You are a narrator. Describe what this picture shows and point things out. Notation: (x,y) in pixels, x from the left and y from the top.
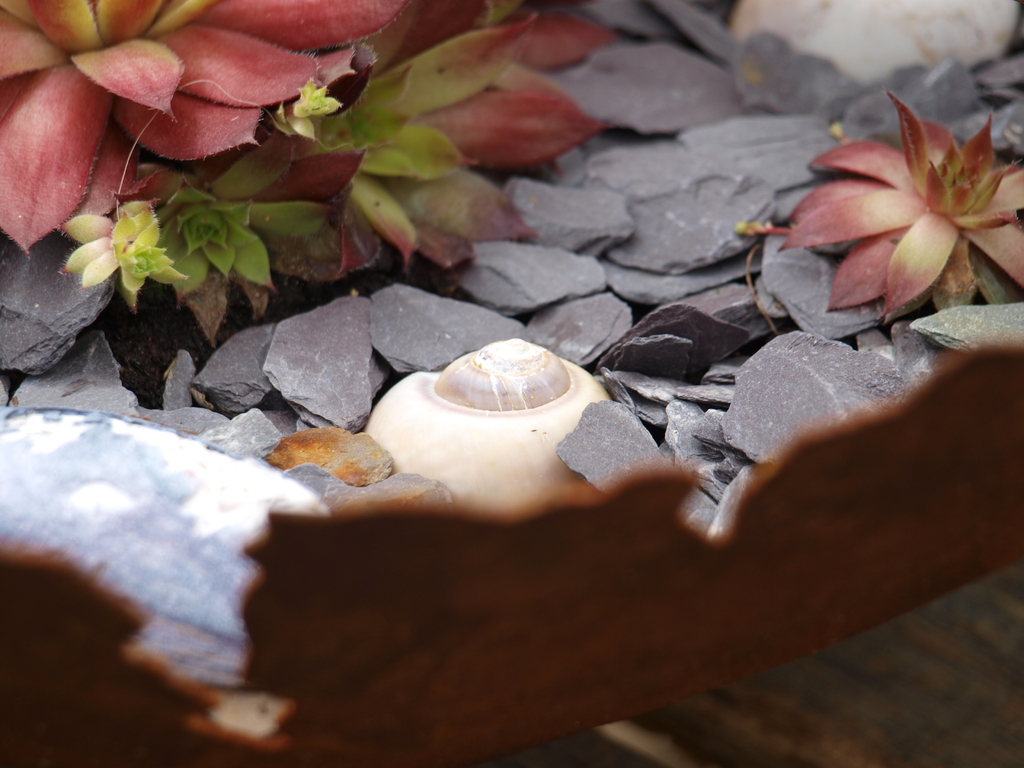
In this image we can see a shell (492,376). Also there are stones (687,438) and few plants (361,160).
